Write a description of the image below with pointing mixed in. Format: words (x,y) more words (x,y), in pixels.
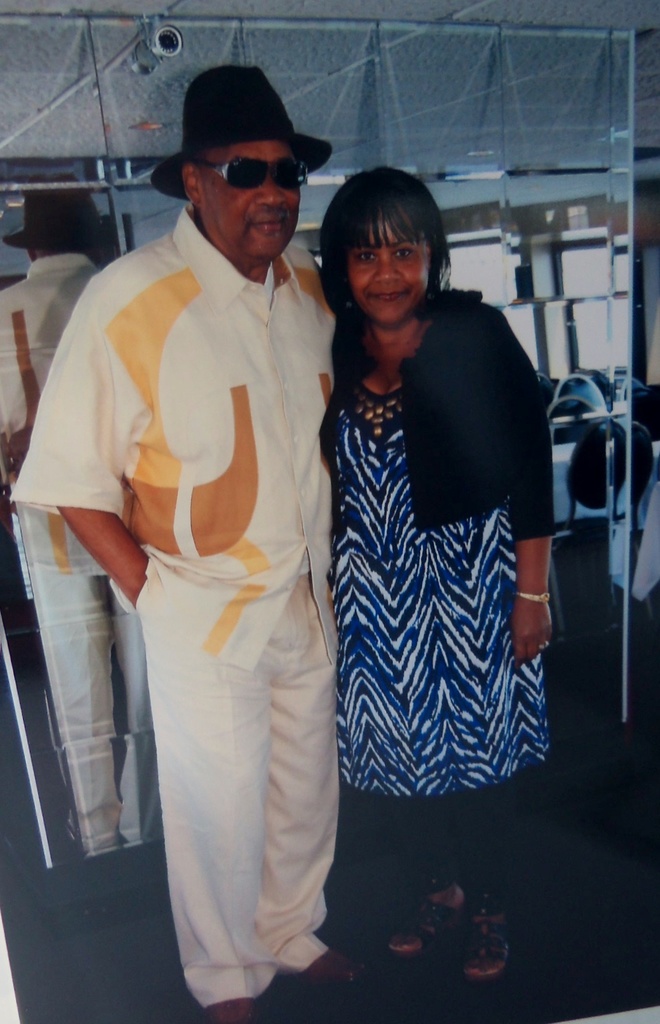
In this image there a persons (365,499) standing in the center (307,534) having smile on their faces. In the background (398,154) there is a mirror (442,211) and on the mirror (585,386) there is a reflection (603,445) of the chairs (579,475) and windows (515,257).
